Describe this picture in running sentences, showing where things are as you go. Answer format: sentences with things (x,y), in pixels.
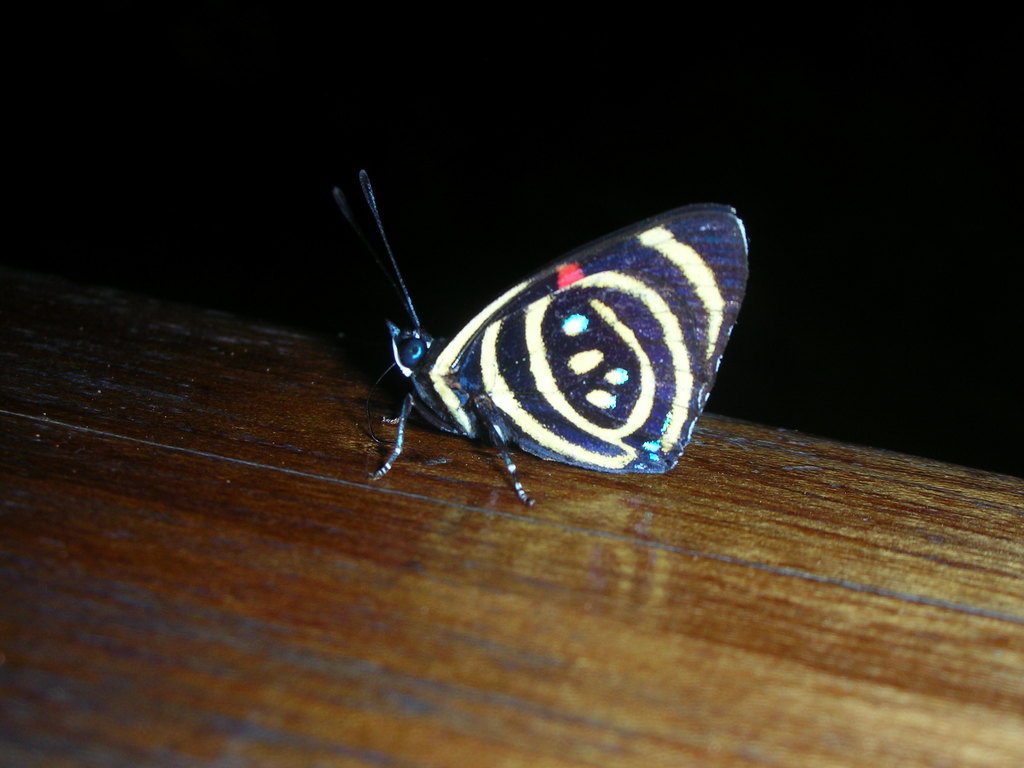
At the bottom of the image (201,562) there is a wooden table (658,544). In the middle of the image (453,380) there is a butterfly (583,278) on the wooden table (595,479). In this image the background (880,72) is dark.
